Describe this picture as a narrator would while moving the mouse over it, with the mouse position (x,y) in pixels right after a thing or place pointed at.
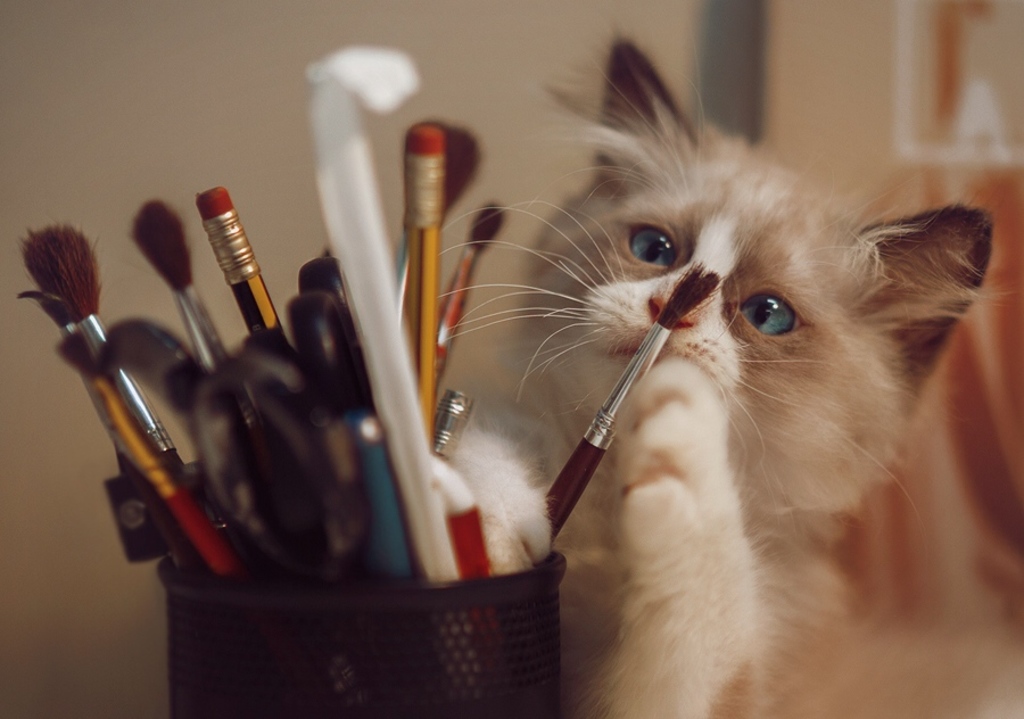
In this picture we can see few brushes (458,290), pencils (409,266) and other things (341,477) in the pen stand (326,584), in the background (786,448) we can see a cat (804,441).
